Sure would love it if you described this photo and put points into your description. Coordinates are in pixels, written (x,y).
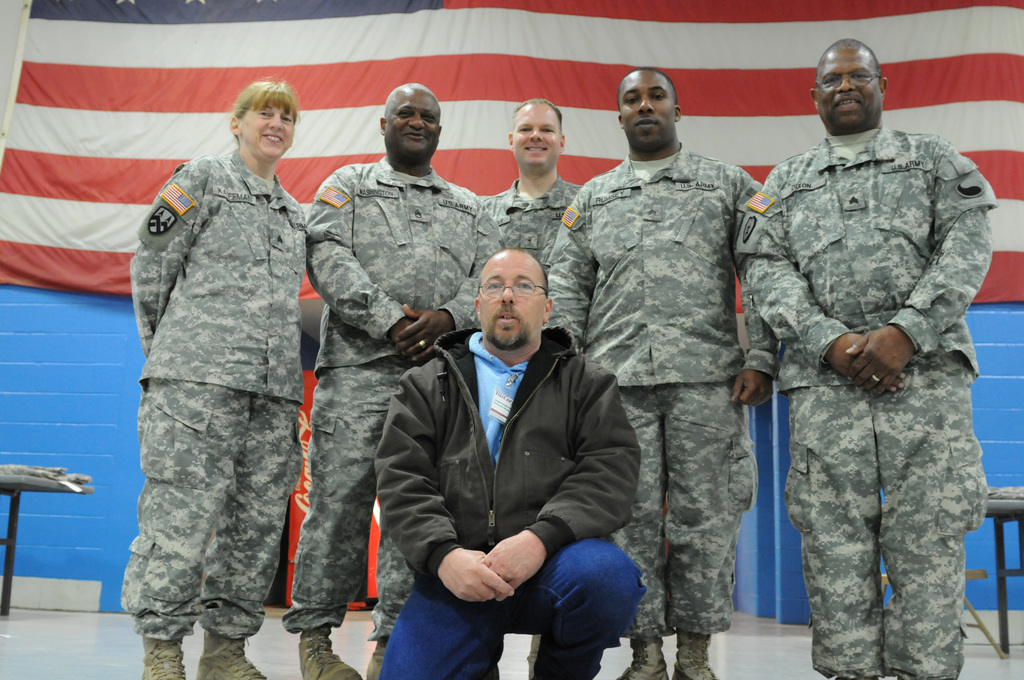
In this picture we can observe six members (483,312). Five of them were men (401,279) and one of them was a woman (170,412). Most of them were smiling. We can observe a national flag (547,44) in the background (411,78). We can observe a blue color wall (93,411) here.
